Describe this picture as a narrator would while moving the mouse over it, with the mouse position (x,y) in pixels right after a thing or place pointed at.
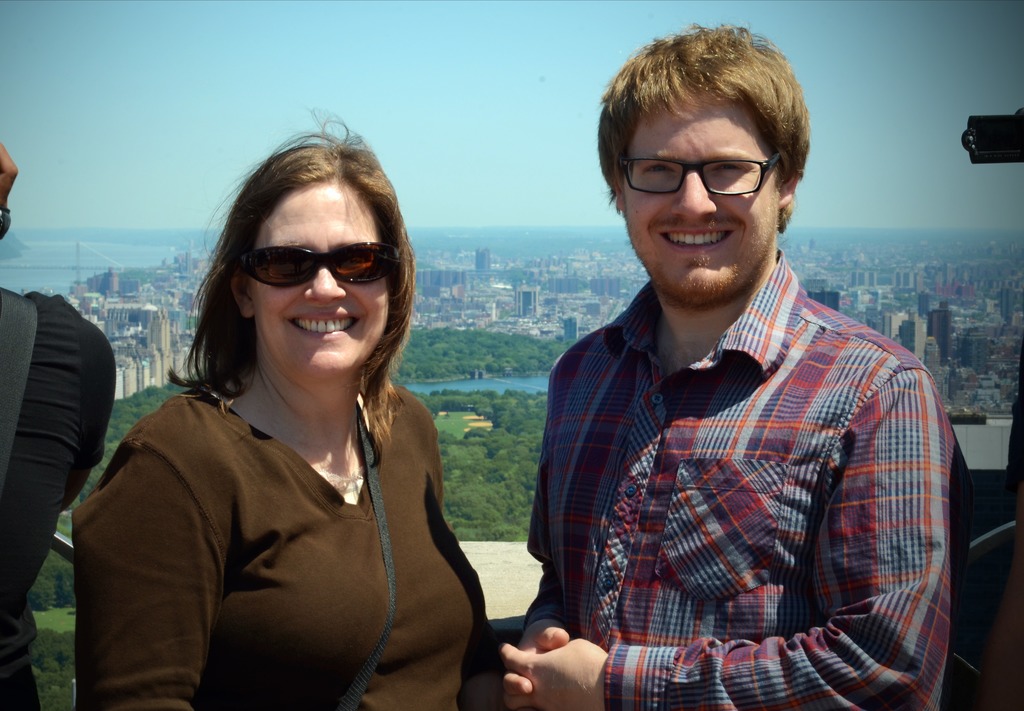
In this image I see a woman (155,664) and a man (717,346) and both of them are smiling and they are standing. In the background (499,493) I see lot of trees (525,521) and buildings (961,320) and the sky (227,203).
